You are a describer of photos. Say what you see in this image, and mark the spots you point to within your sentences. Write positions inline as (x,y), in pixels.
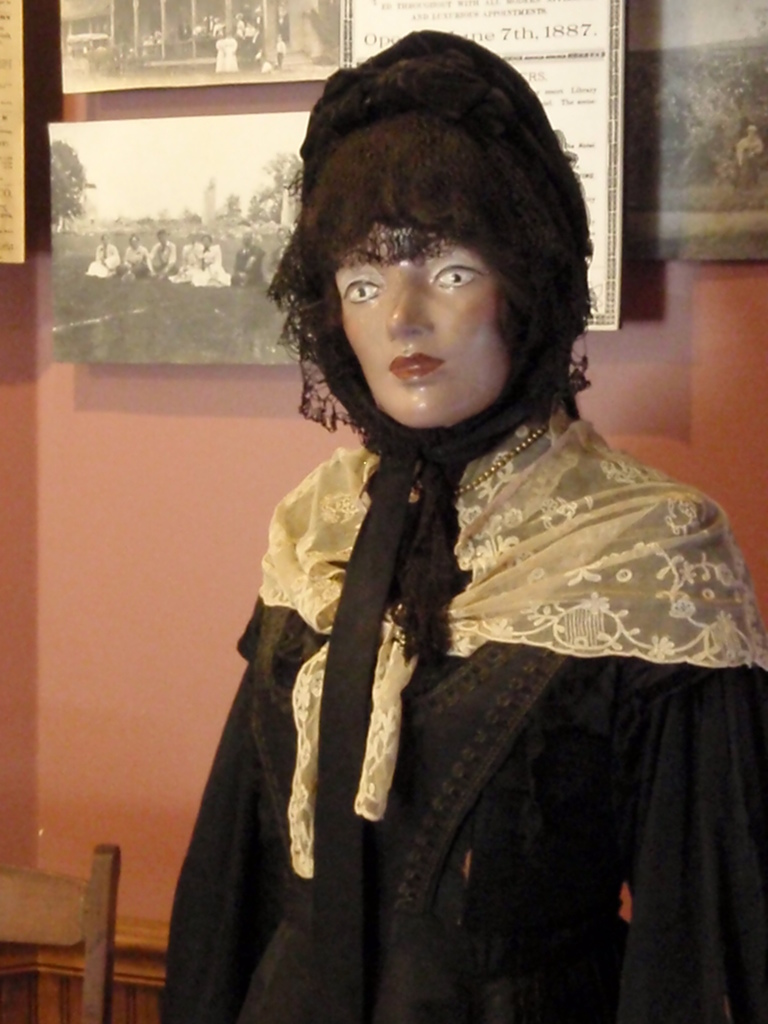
In the center of the image (451,374) there is a depiction of women (349,187). In the background of the image (3,532) there is a wall (711,285).
